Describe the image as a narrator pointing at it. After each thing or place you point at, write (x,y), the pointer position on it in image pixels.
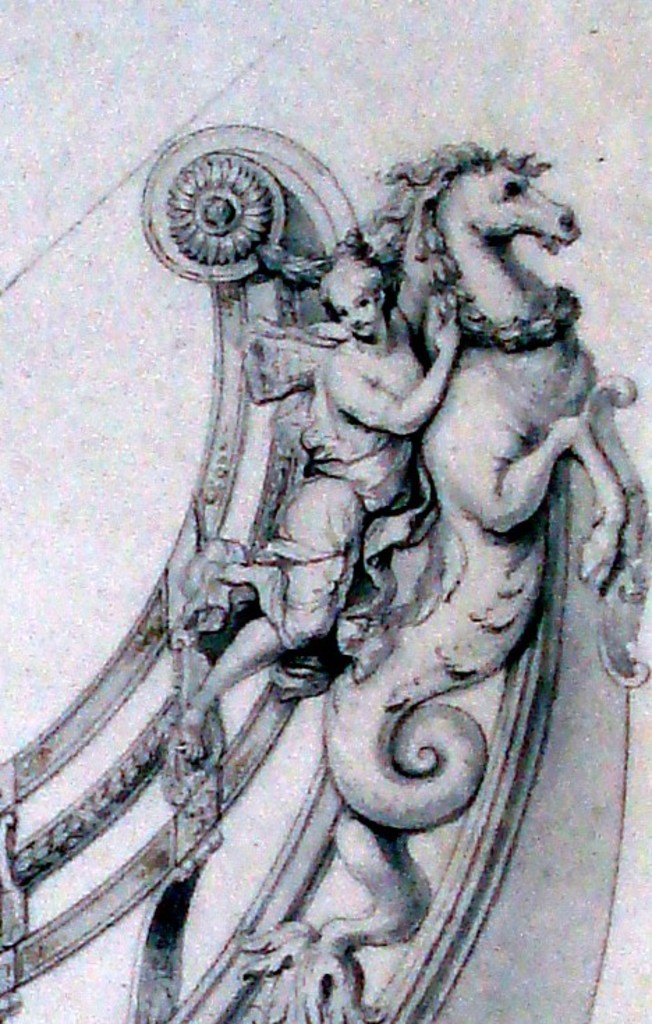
In the center of the image (360,650) we can see one paper (338,760). On the paper (338,760), we can see some painting (247,665), in which we can see one person (364,415), one horse (500,373) and a few other objects (214,611).
